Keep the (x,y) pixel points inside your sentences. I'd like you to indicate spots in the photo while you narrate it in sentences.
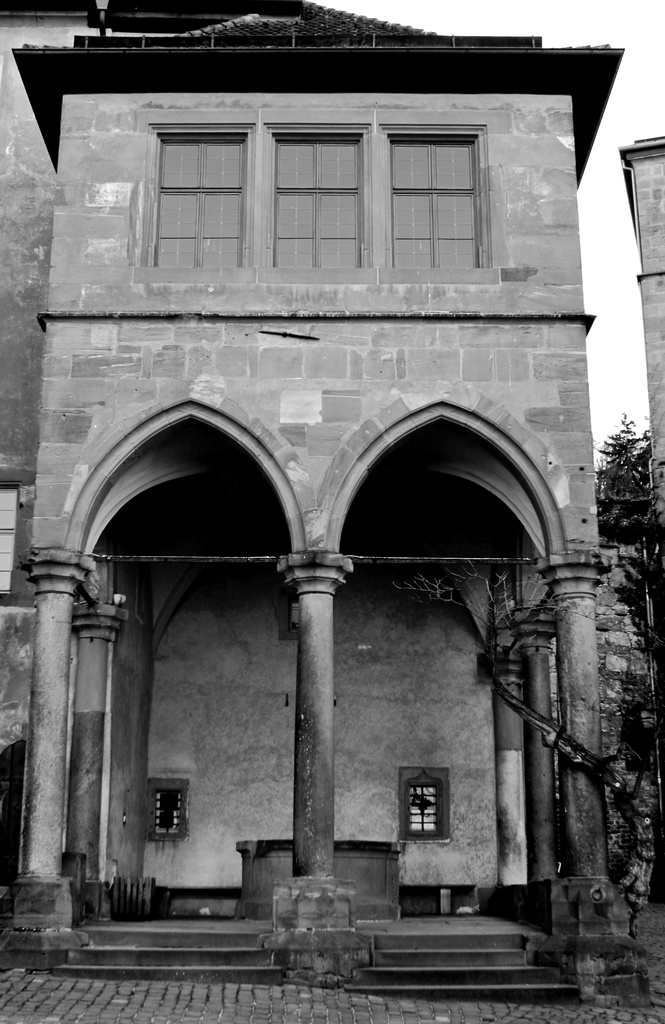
This is a black and white image. In this image we can see a building (258,166), poles (327,628), trees (501,615) and sky (626,223).
